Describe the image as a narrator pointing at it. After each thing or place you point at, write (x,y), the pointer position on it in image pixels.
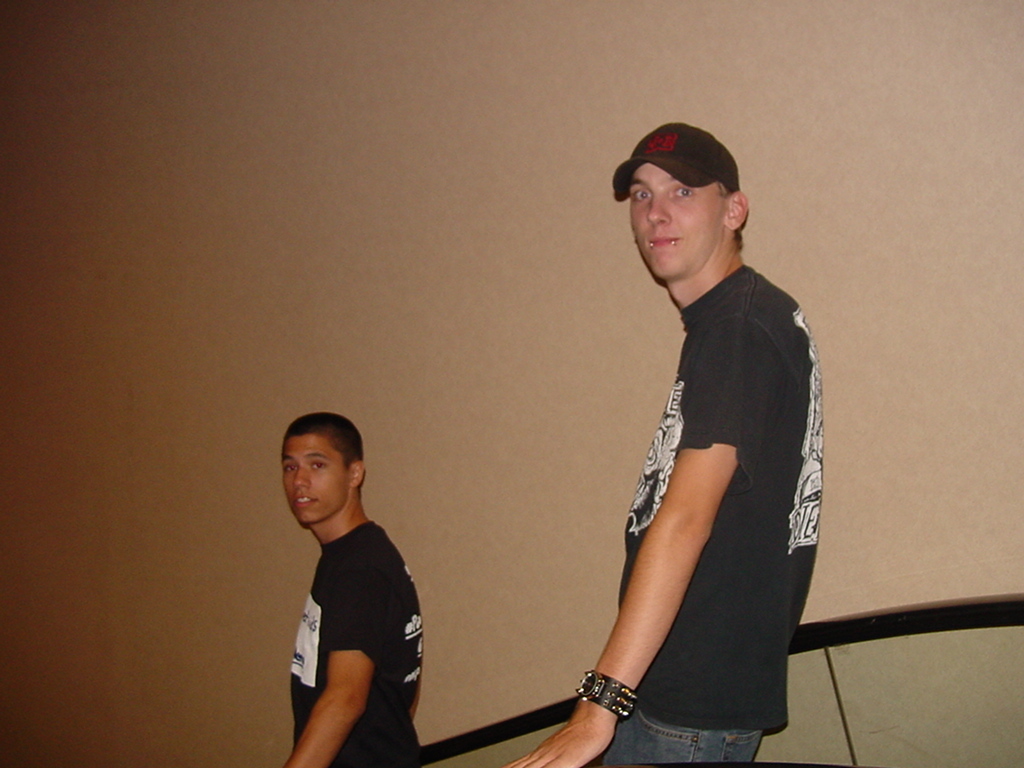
This image is taken indoors. In the background (410,355) there is a wall (916,303). In the middle of the image (681,265) there are two men (332,613) standing on the escalator (859,667).
